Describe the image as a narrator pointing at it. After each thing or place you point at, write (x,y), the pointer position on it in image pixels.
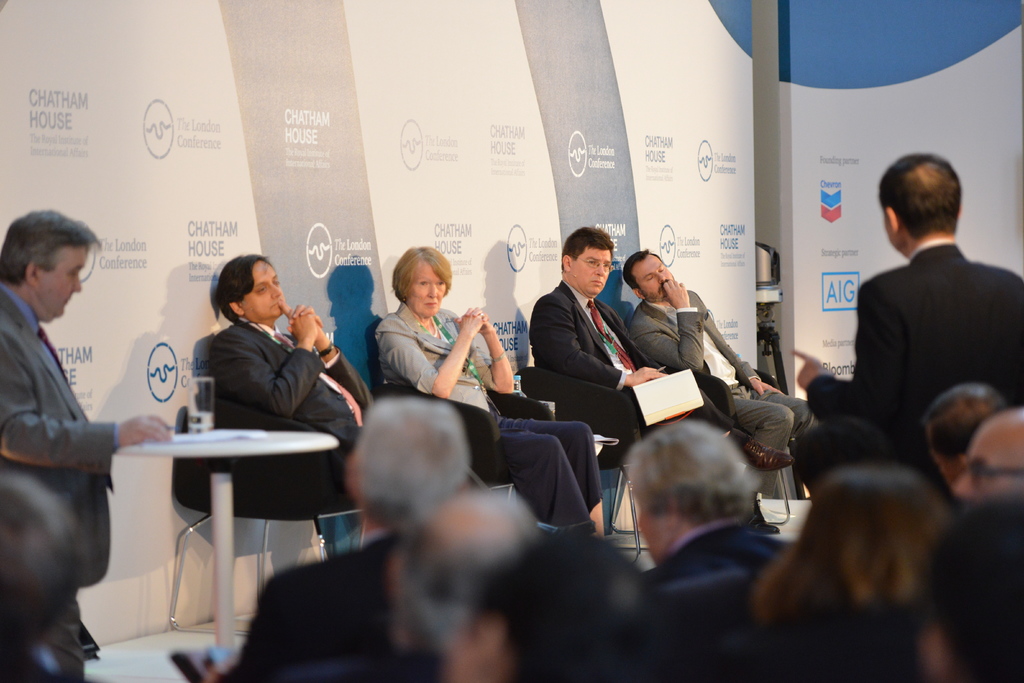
On the background (679,92) we can see hoarding boards (508,120). We can see persons (564,310) sitting on chairs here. There is a water glass (207,387) on the table (219,452). We can see few persons (870,568) in front of the picture. We can see two men (57,358) standing near to these platform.
